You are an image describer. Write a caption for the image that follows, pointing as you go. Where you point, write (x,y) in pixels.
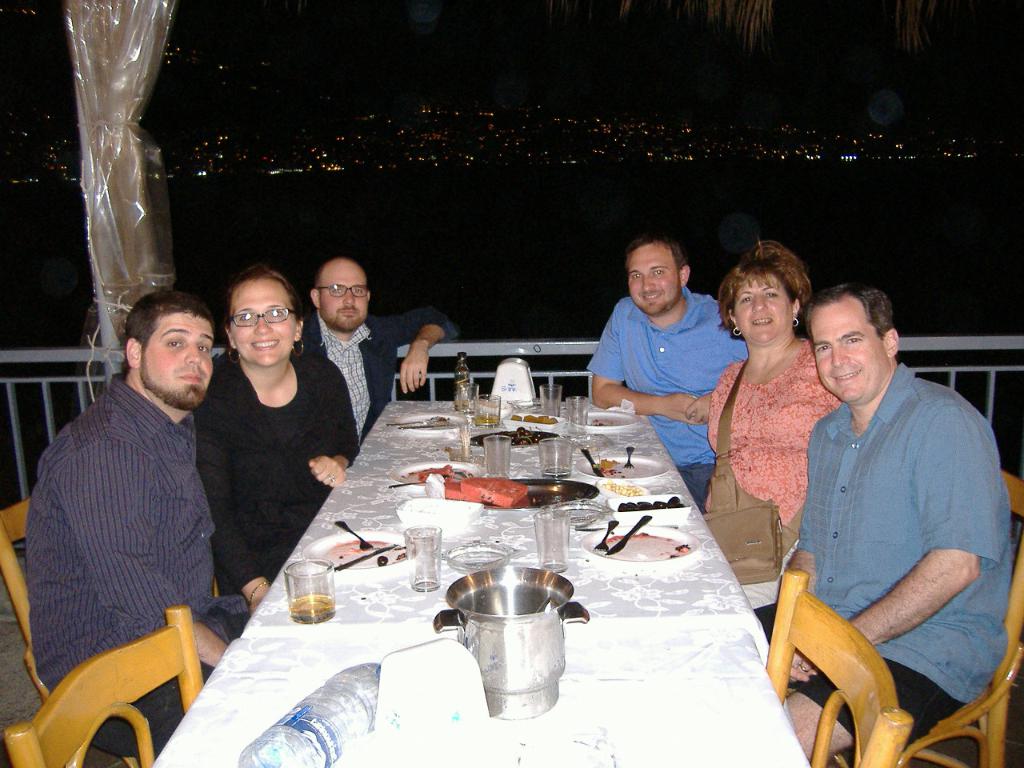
In the image there are six people (755,471) two women (769,480) and four men (831,461) who are sitting chair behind table (256,634). On table (281,632) we can see a glass (311,599), water bottle (352,711), jar (474,631), plate (369,552), spoon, tray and some food (602,473).
